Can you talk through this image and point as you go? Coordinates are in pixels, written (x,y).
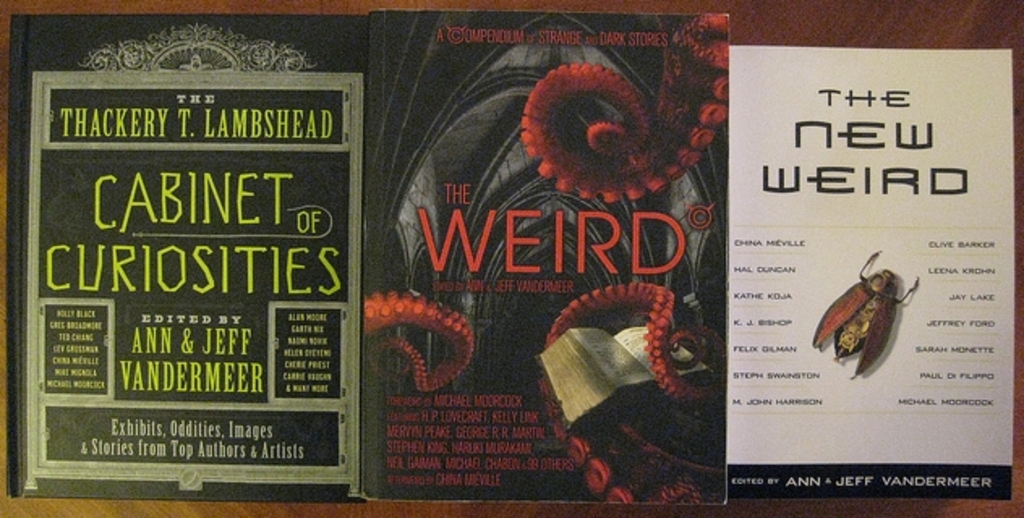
In this image there is a table (902,3), on that table (857,512) there are three books (625,125), on that books (365,198) there is some text (294,348) written and there are pictures (609,318).
